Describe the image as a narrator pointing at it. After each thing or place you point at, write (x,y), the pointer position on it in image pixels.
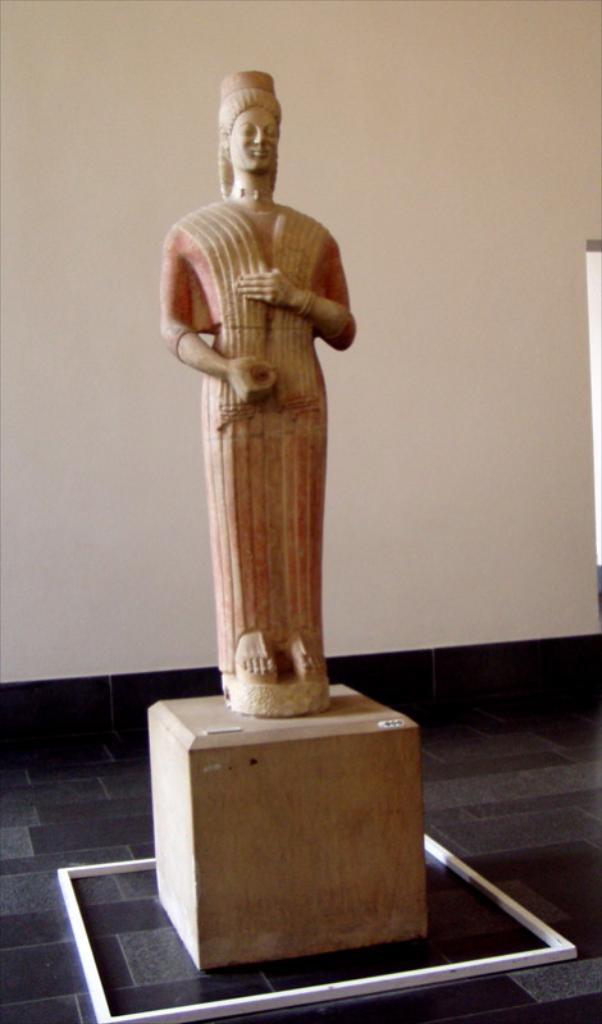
In the center of the image (260,677) there is a statue (295,697). At the bottom (298,780) there is a pedestal (253,875). In the background (485,251) there is a wall (69,257).
